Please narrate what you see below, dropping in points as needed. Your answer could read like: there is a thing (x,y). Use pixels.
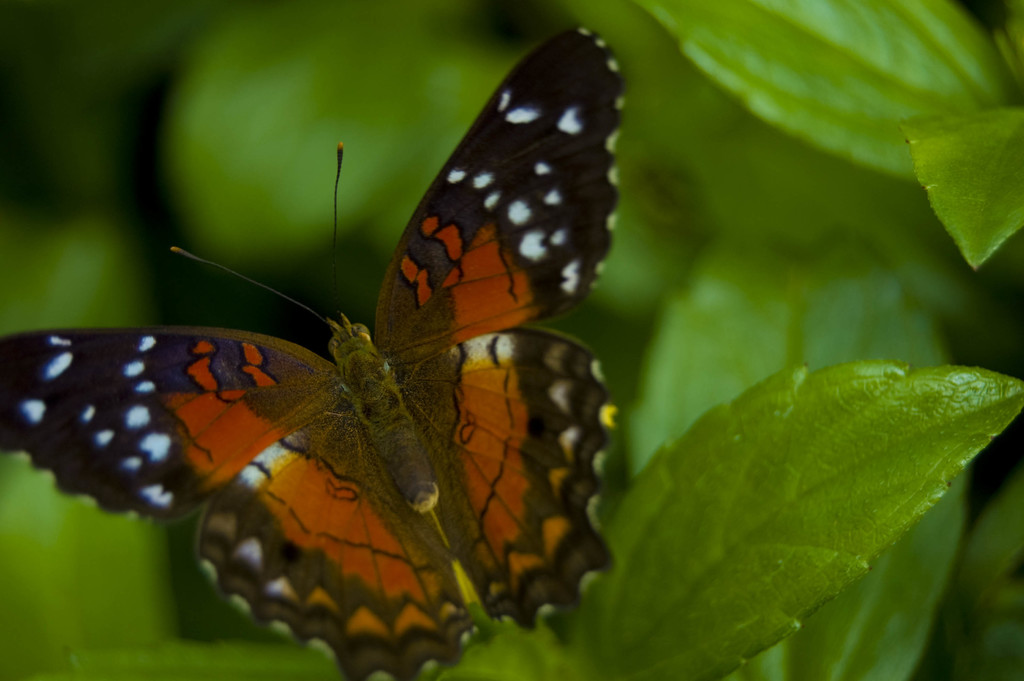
In this image in the foreground (477,366) there is one butterfly (457,464) on a leaf (792,528), and there is blurred background (147,174).
